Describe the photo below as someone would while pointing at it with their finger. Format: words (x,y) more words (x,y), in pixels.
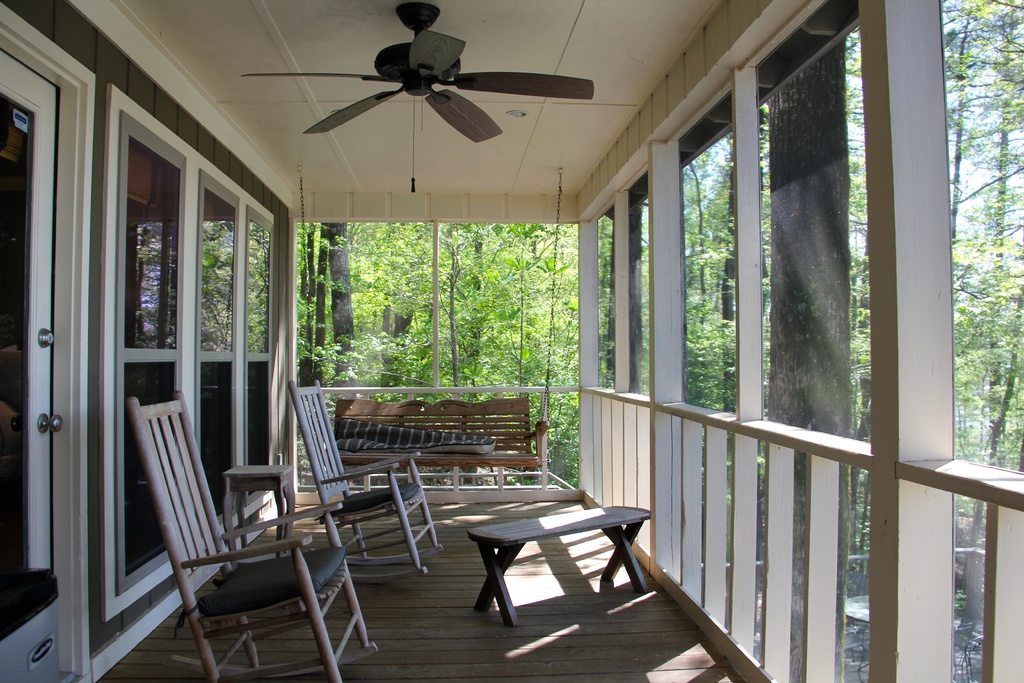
In this image I can see at the bottom (497,560) there are chairs (395,542) and tables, on the left side (173,385) there are glass walls (204,357) and a glass door (22,230). At the top (552,85) it is the ceiling fan (429,90).
